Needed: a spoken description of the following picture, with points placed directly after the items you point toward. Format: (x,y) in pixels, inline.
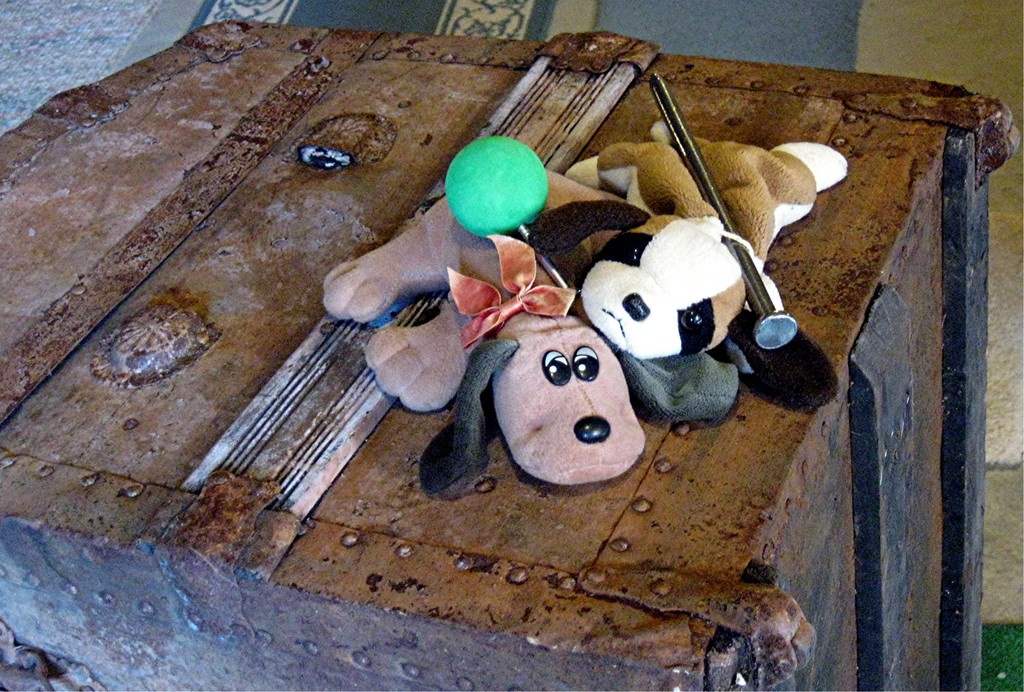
This picture seems to be clicked inside. In the center (550,410) we can see the soft toys (648,266) are placed on the top of an object (625,502) seems to be a trunk (807,127). In the background (781,62) we can see the floor carpet (805,33).
